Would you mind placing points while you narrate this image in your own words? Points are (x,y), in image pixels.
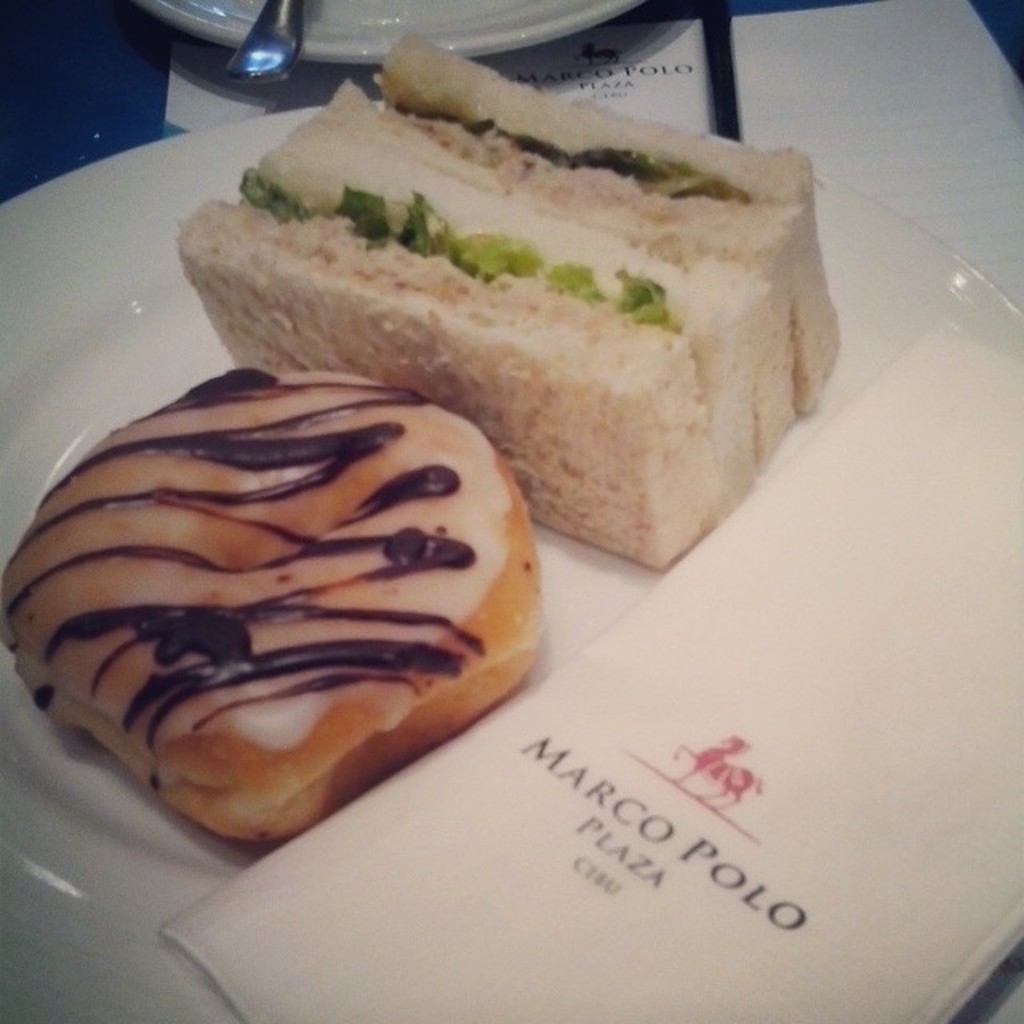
In this image I can see few food items (251,632) in the plate (9,271) and the food (339,718) is in white, cream and brown color and the plate (124,303) is in white color.
